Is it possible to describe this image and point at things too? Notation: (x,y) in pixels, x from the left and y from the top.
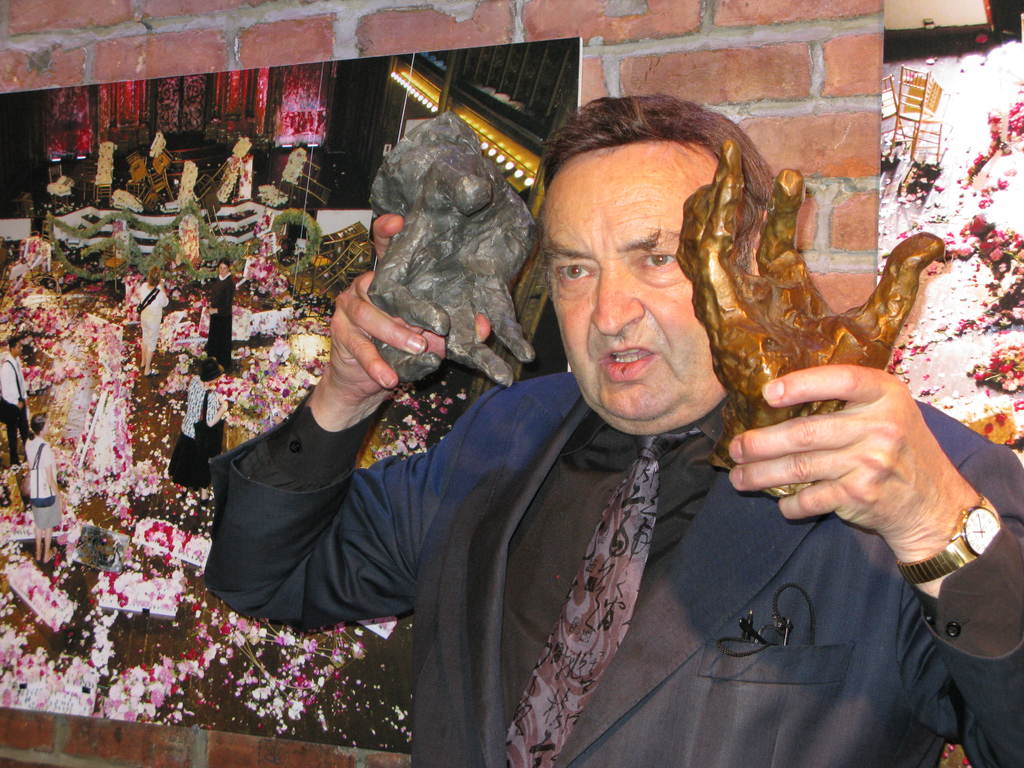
In this image we can see a man (692,602) standing and holding toy statues (909,297). In the background (850,252) there is a wall (823,46) and we can see frames (572,96) placed on the wall (768,108).
